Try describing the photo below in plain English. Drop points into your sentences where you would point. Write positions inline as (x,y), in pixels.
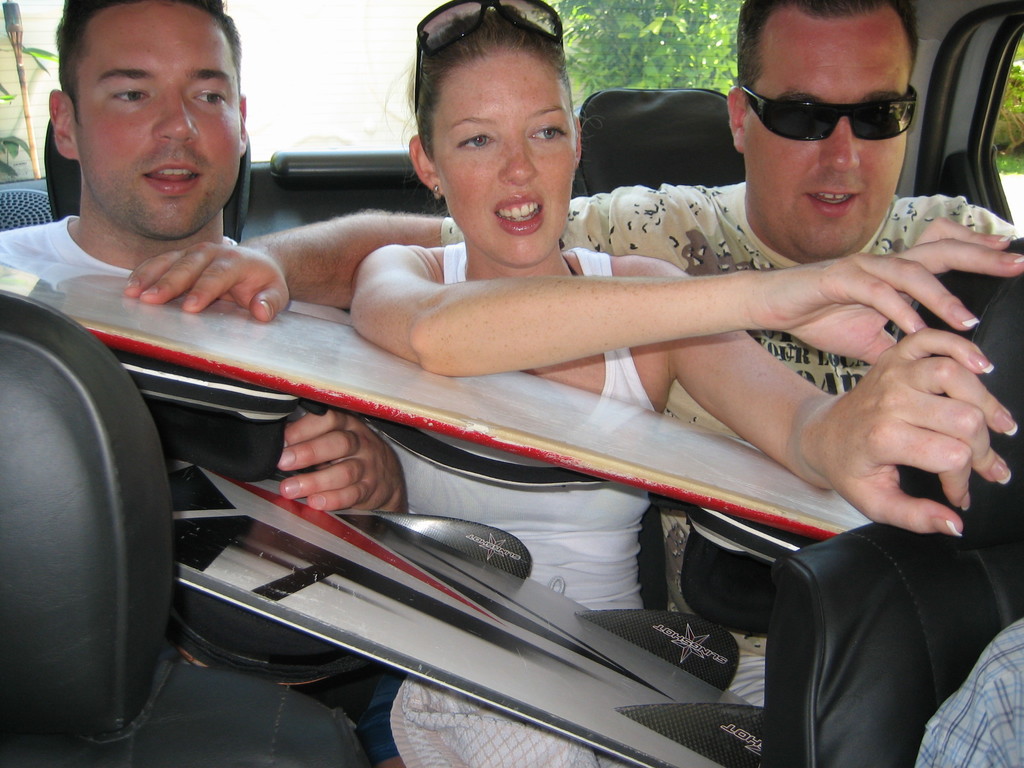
The picture taken inside a car (90,524). There are three persons (459,302) sitting in the car (90,496). They are holding something. In the middle (525,291) there is a lady (517,239). In the background (669,21) there are trees (641,20) and sky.
